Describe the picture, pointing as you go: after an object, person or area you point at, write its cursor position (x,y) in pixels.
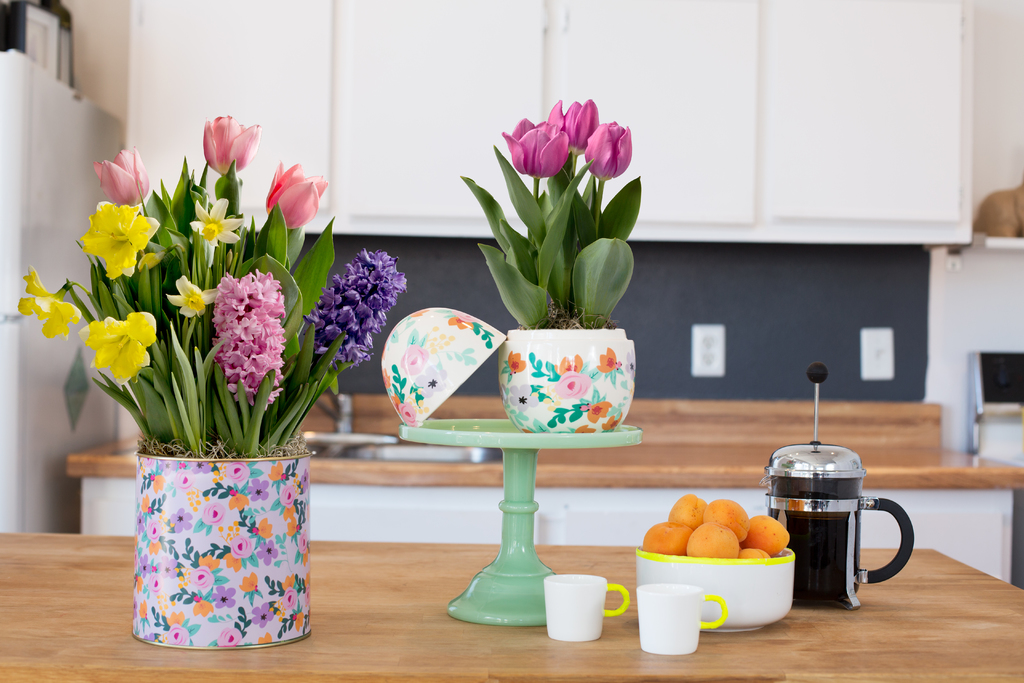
In the image there is a table (460,642) in the foreground (393,601), on the table (447,597) there are some flower plants (264,362) kept in the pots (255,495) and there are two cups (668,605), a bowl (692,570) with some food item (721,519) and beside that there is another object (818,518) and the background of the table (55,558) is blur.
